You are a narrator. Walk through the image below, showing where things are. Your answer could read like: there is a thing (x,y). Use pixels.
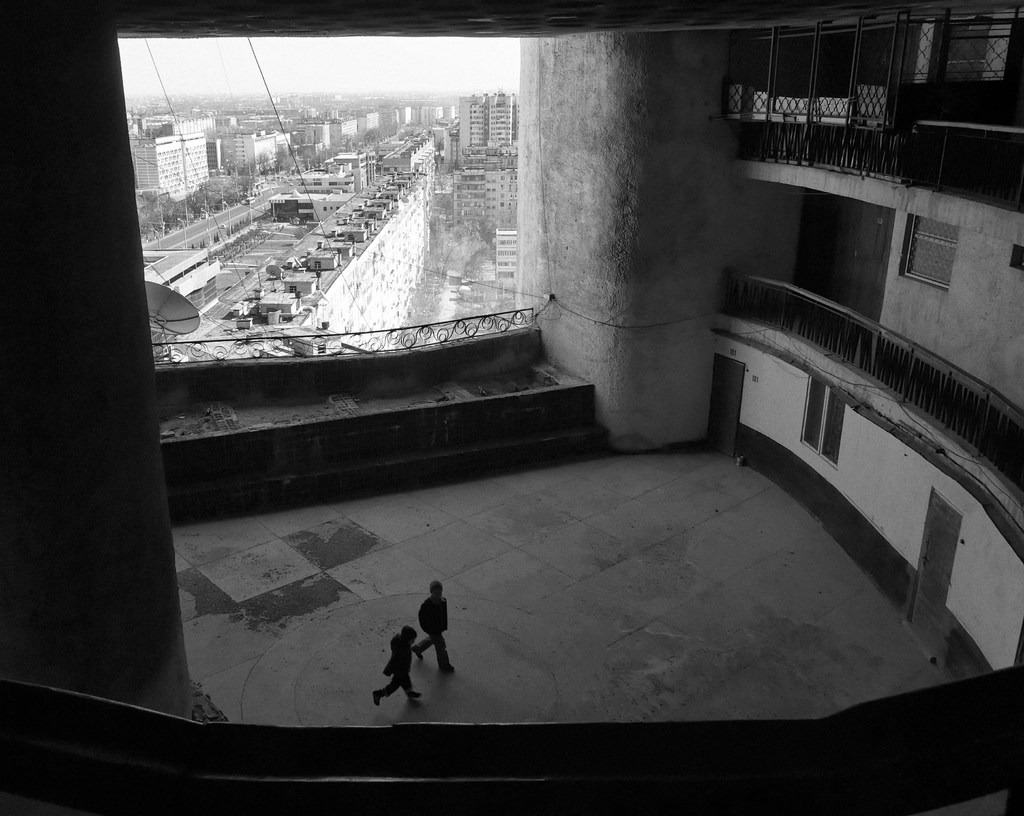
At the bottom (527,645) we can see two people (410,629), floor (250,573), pillar (91,265) and wall (1016,760). On the right (858,436) there are doors (847,275), windows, corridor (827,236) and wall (978,313). In the center of the background (390,255) there are buildings (460,149), trees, roads (267,189), antenna (157,304) and various objects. At the top (310,34) it is ceiling (329,23).
